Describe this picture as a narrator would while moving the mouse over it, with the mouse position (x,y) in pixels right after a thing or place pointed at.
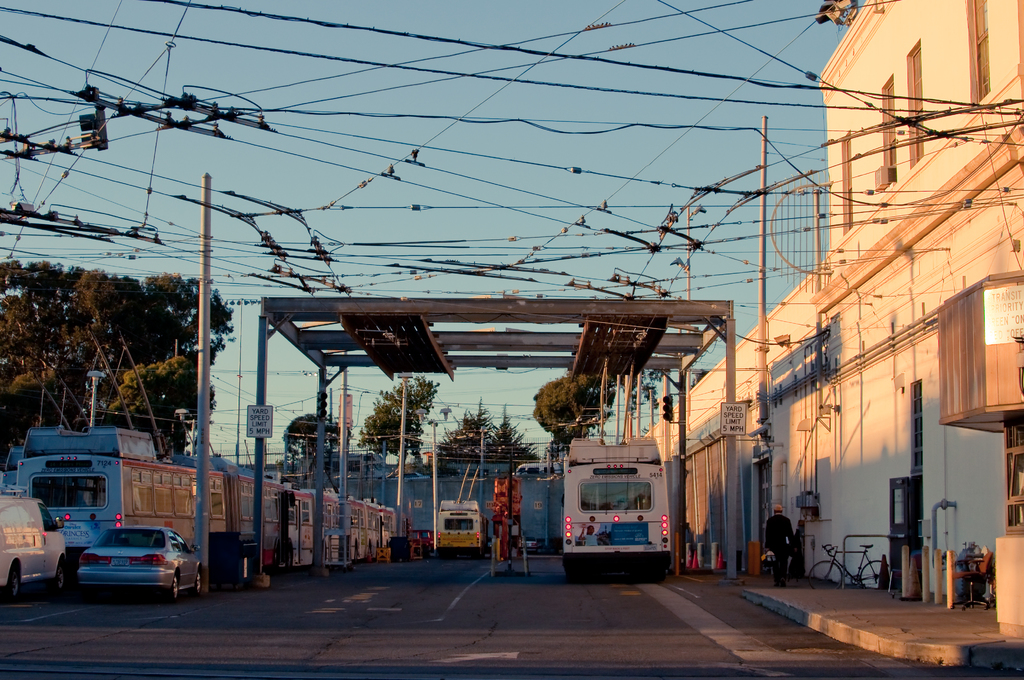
There are wires (230,139) in the foreground area of the image (79,94), there are vehicles (11,512), poles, trees (554,414), a person (770,540), bicycle (865,555) and sky (563,293) in the background (589,251) and a building (883,299) on the right side (919,381).
